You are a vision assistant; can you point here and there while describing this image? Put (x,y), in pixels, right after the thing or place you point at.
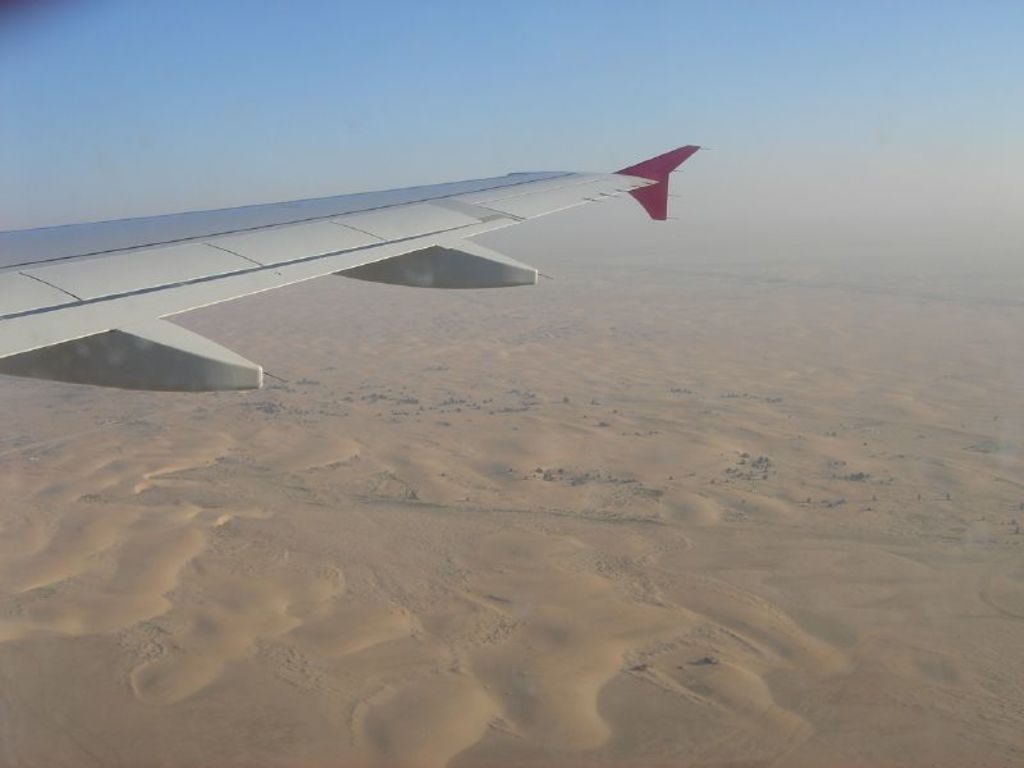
In the image we can see there is a side wing (422,215) of an aeroplane (394,284). On the ground (480,566) there is sand (575,422) and there is a clear sky (492,109).
